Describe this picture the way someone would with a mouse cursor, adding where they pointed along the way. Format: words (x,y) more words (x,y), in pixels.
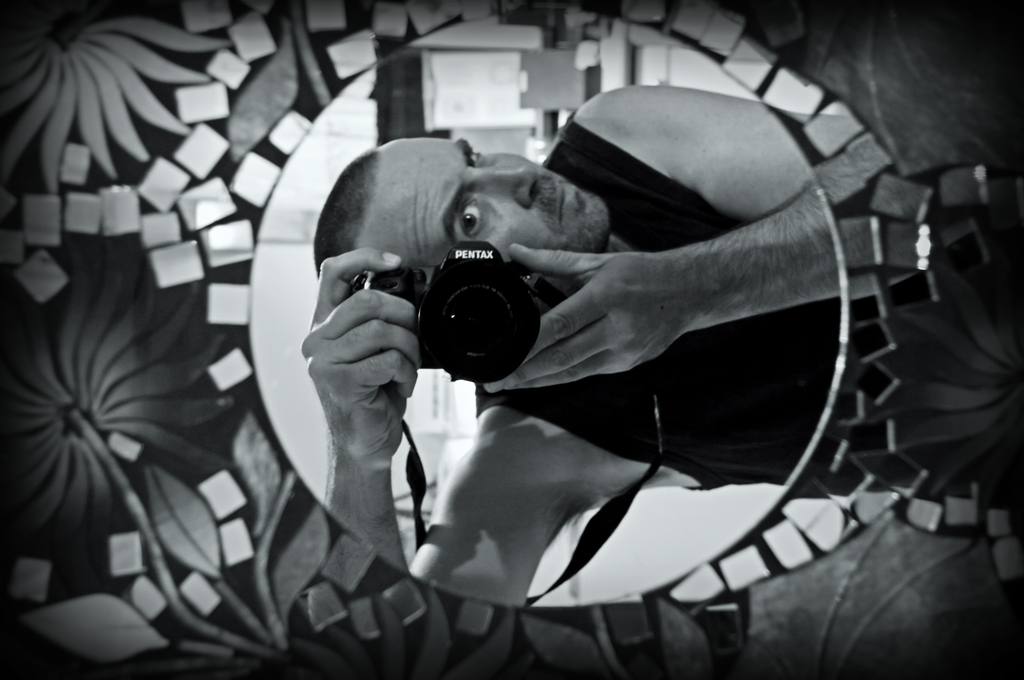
This is a black and white image. In the foreground (183,280), I can see a design board (911,459). At the back of it there is a man (690,291) holding a camera (485,311) in the hands (406,318).
